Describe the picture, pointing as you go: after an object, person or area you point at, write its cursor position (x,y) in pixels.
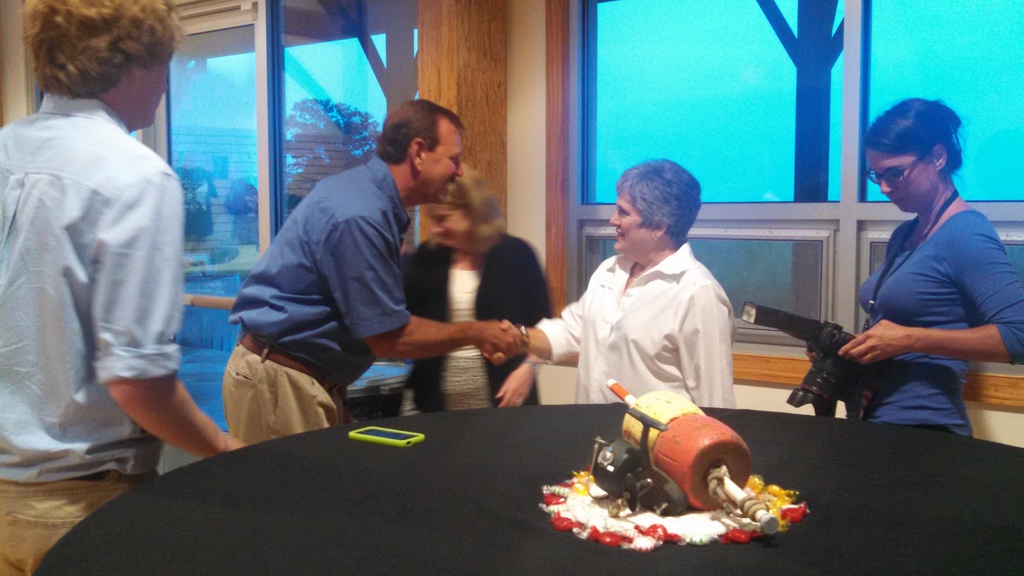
In the image we can see few persons (424,272) were standing and they were smiling. On the right (935,311) we can see one woman (940,308) holding camera (853,385). In front (858,475) there is table (799,426), on table (758,412) we can see decoration (737,520) and phone (408,440). In the background (436,85) there is a wall (519,100) and glass (645,91).
